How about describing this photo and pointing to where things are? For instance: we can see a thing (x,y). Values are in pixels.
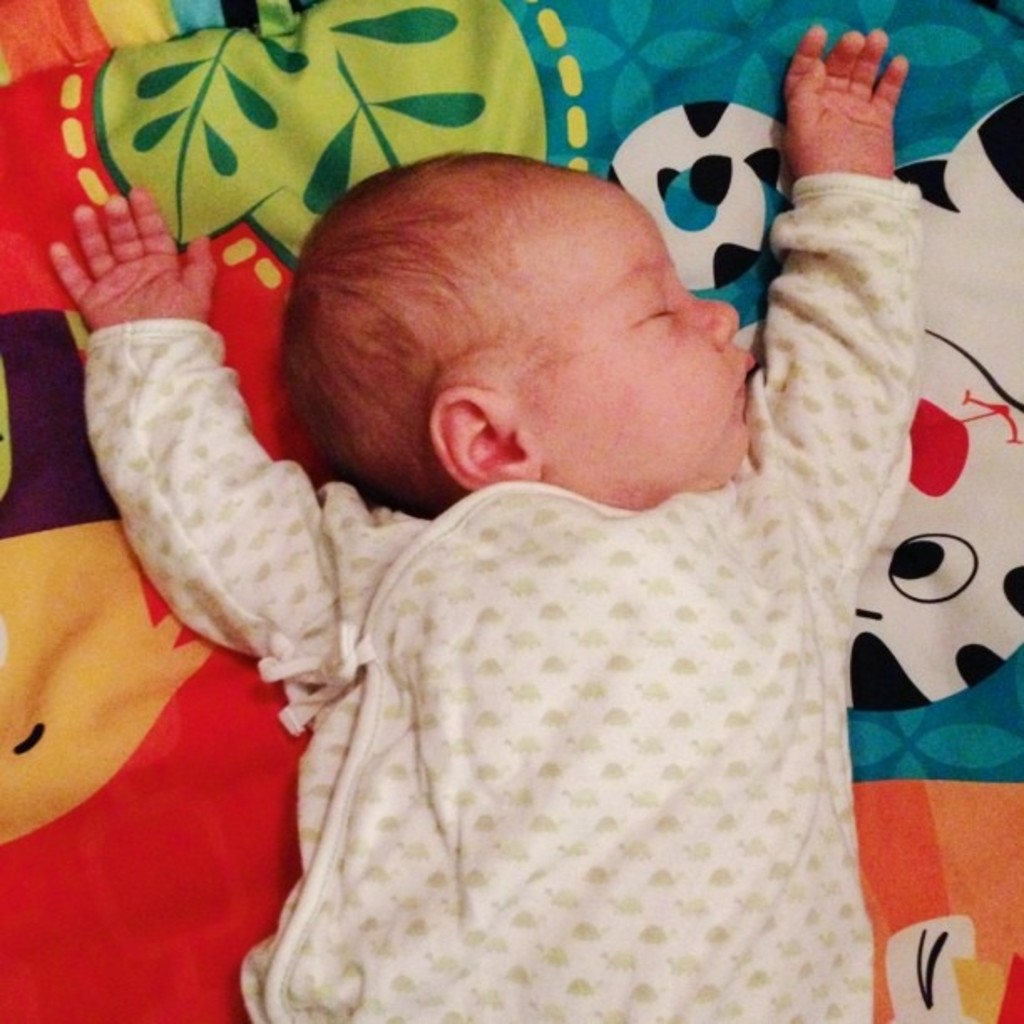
In this picture I can see a baby (646,633) and looks like a bed (773,272) in the background (874,847).
